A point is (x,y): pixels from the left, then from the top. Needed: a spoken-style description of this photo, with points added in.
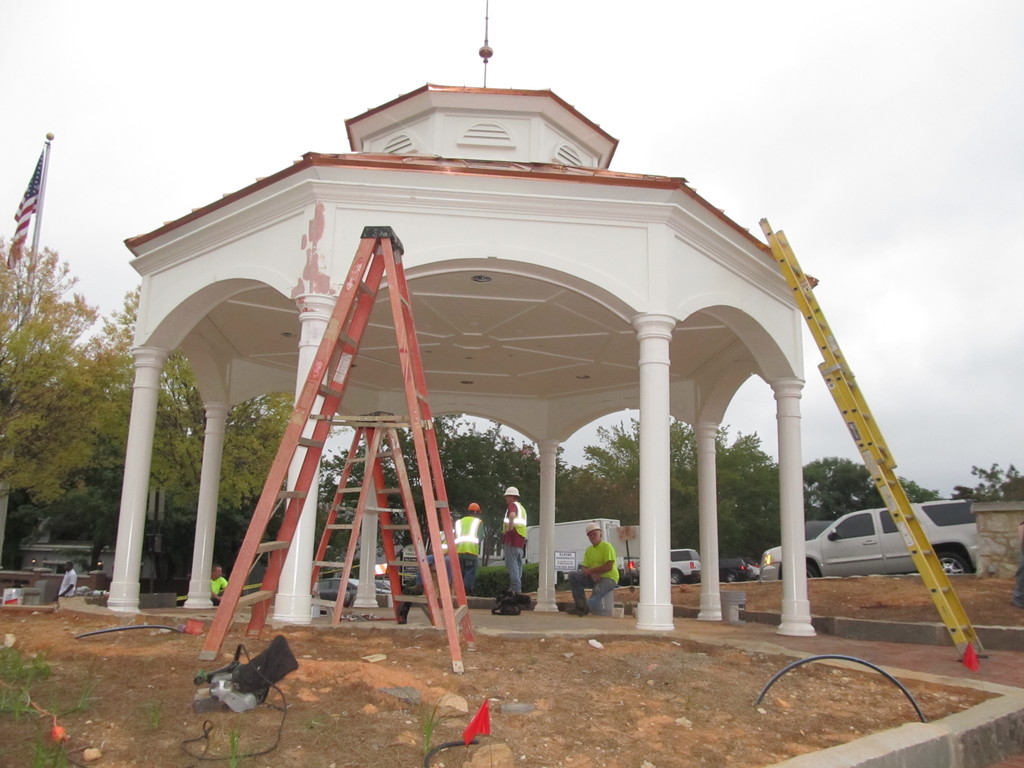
In this image, we can see some pillars (553,460) and there is a shed (232,401), we can see some ladders (837,361), there are some people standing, we can see some cars (720,561), there is a flag (16,249) on the left side (11,267), we can see some trees (11,372), at the top (403,59) there is a sky (388,78).
